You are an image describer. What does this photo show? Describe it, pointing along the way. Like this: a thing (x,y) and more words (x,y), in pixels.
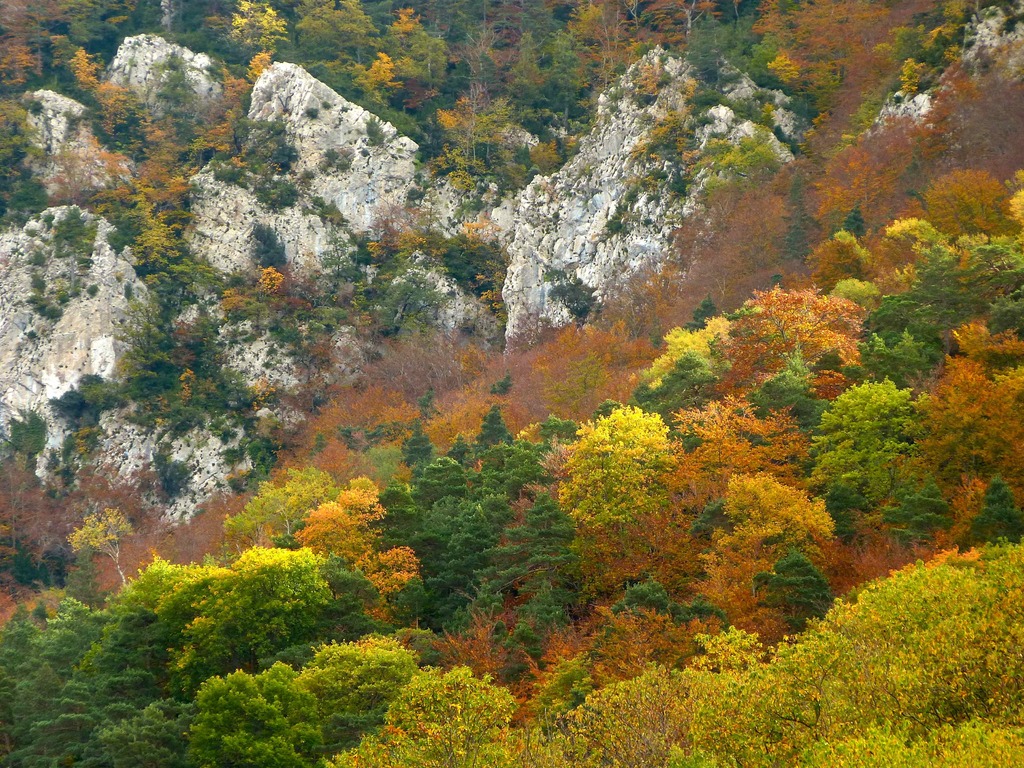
In this image I can see few trees (402,644) in green, yellow and orange color. Background (296,121) I can see few rocks (392,190).
